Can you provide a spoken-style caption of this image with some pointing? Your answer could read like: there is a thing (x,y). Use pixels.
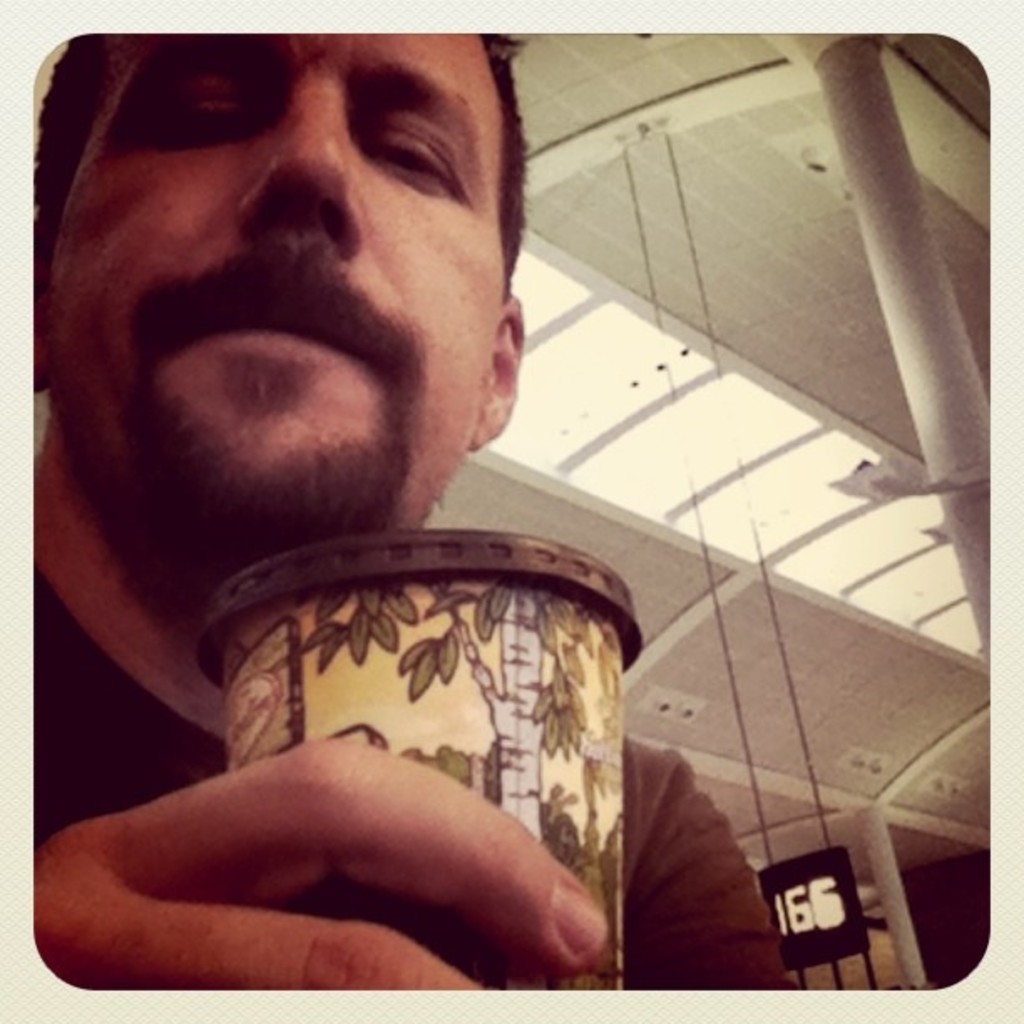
This is an edited picture. In this image there is a person (243,962) holding the disposable cup (512,598) and there is a picture (534,632) of a tree (571,618) on the cup (596,740). At the back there is a board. At the top (530,264) there might be lights (801,522) and there is a pole (897,291).
